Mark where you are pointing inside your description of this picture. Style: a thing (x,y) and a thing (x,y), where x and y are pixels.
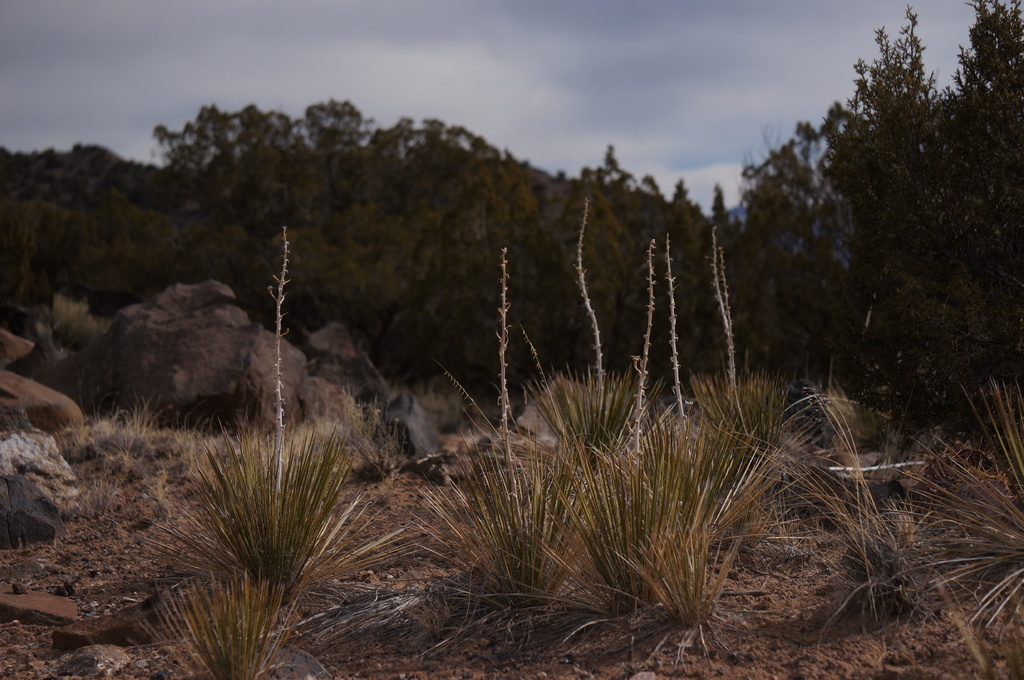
In this image I can see the ground (452,503), some grass (533,491) on the ground (426,544), few rocks (233,417) and few trees (510,227) which are green in color. In the background (732,113) I can see the sky (412,78).
